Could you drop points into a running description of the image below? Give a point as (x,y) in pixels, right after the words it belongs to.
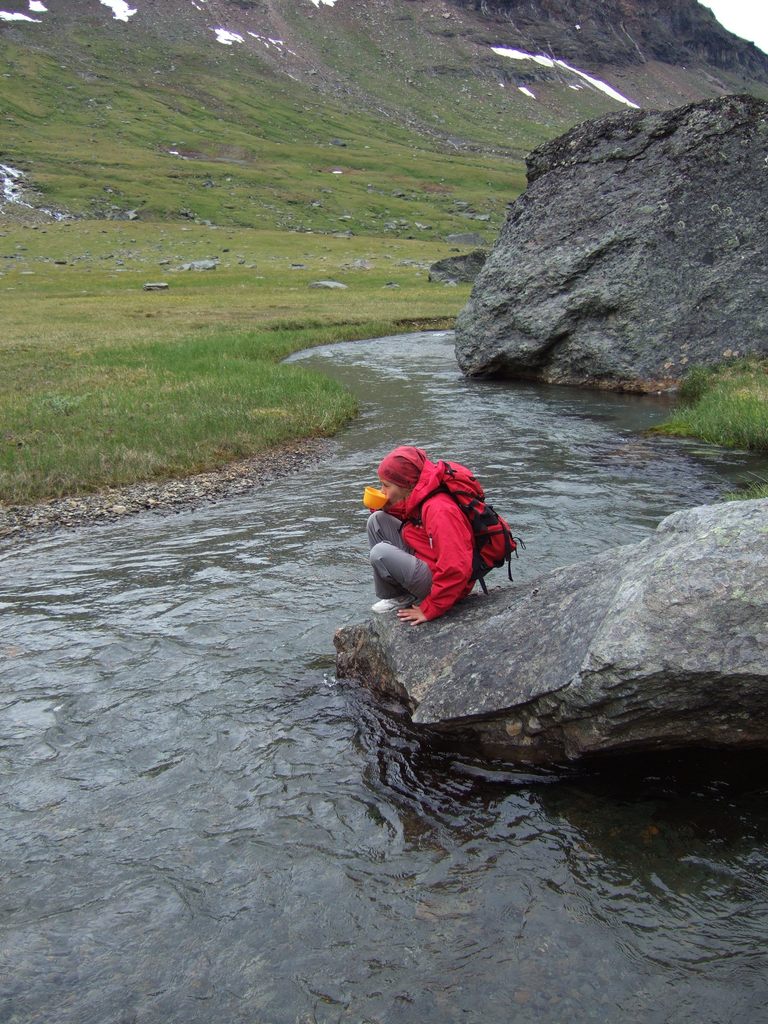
This is an outside view. At the bottom (183,729) there is a stream (177,787). On the right side (585,613), there is a person (403,552) sitting on a rock (456,655). In the background (228,416), I can see the grass (123,360) on the ground (108,378) and a hill (226,82).
